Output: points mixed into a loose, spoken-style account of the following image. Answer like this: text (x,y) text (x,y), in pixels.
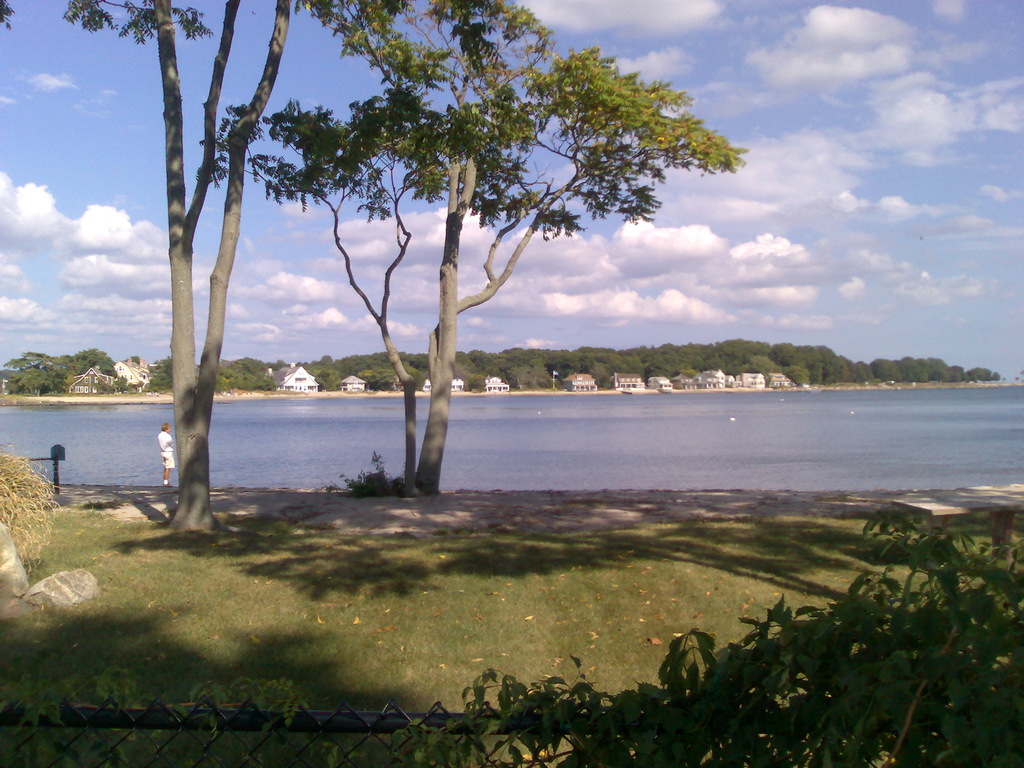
This is grass (391,599) and there is a person (166,473). Here we can see water (817,459), plants (606,766), fence (180,728), trees (190,395), and houses (692,385). In the background (854,137) there is sky (724,254) with clouds (750,217).
